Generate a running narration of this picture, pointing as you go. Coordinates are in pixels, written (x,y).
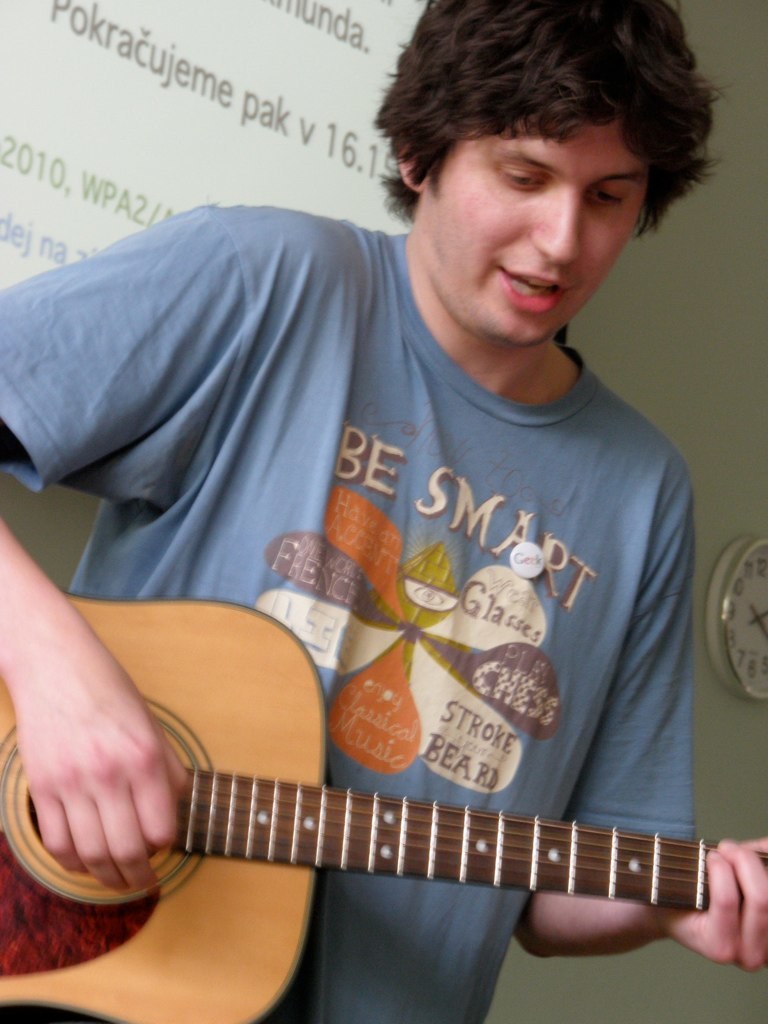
In this image there is a man (276,493) who is playing a guitar (280,646) and in the back ground (721,559) there is a clock (760,643), screen (255,41).
